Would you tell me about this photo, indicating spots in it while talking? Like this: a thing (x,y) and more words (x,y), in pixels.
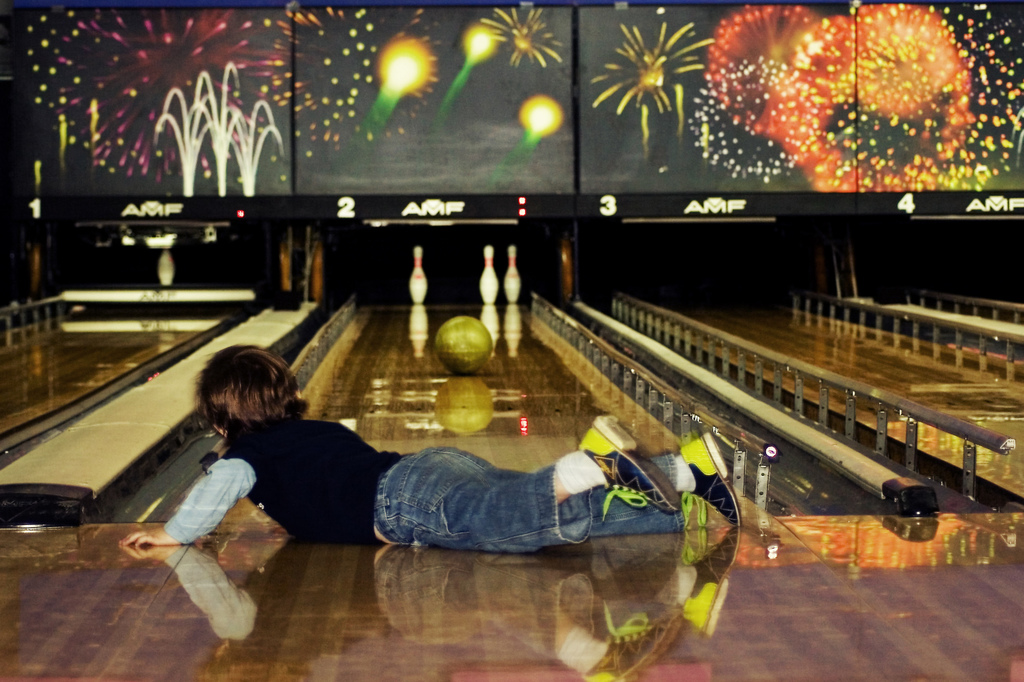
In this image there is a person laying on the floor (347,628). In front of him there is a ball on the platform (428,315) about to hit the pins (415,284). In the background of the image (548,160) there are screens (652,126).
